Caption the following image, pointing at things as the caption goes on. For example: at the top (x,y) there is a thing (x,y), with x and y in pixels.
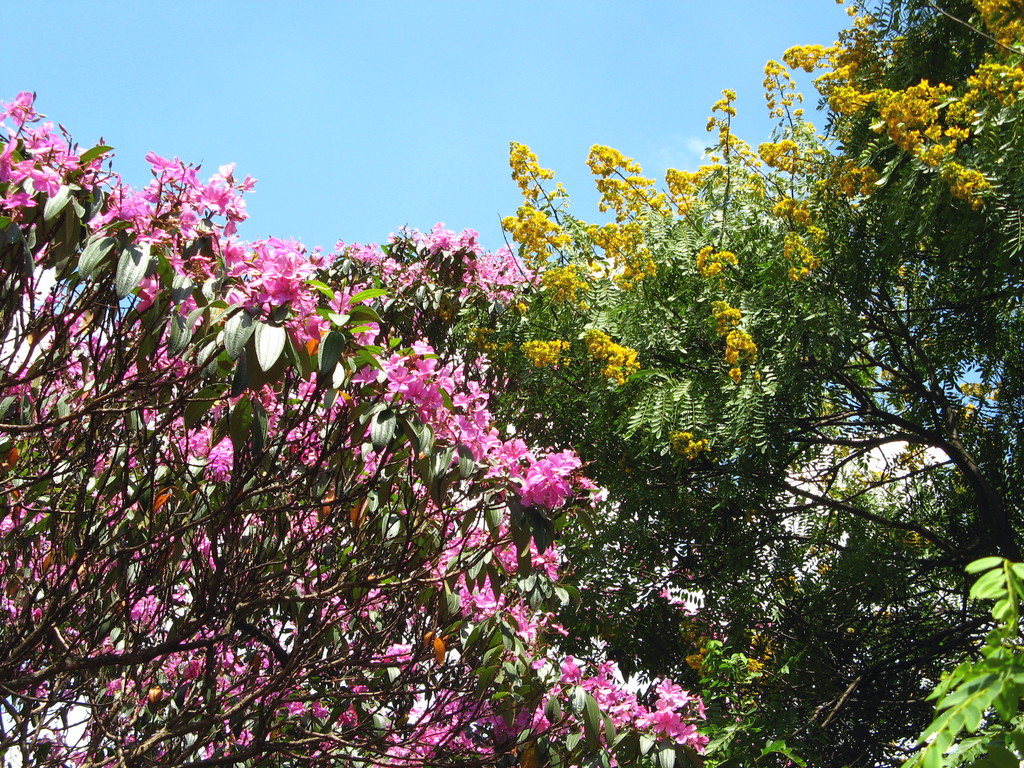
In this picture I can see trees (638,579), flowers (176,220) and a blue sky (358,87).
